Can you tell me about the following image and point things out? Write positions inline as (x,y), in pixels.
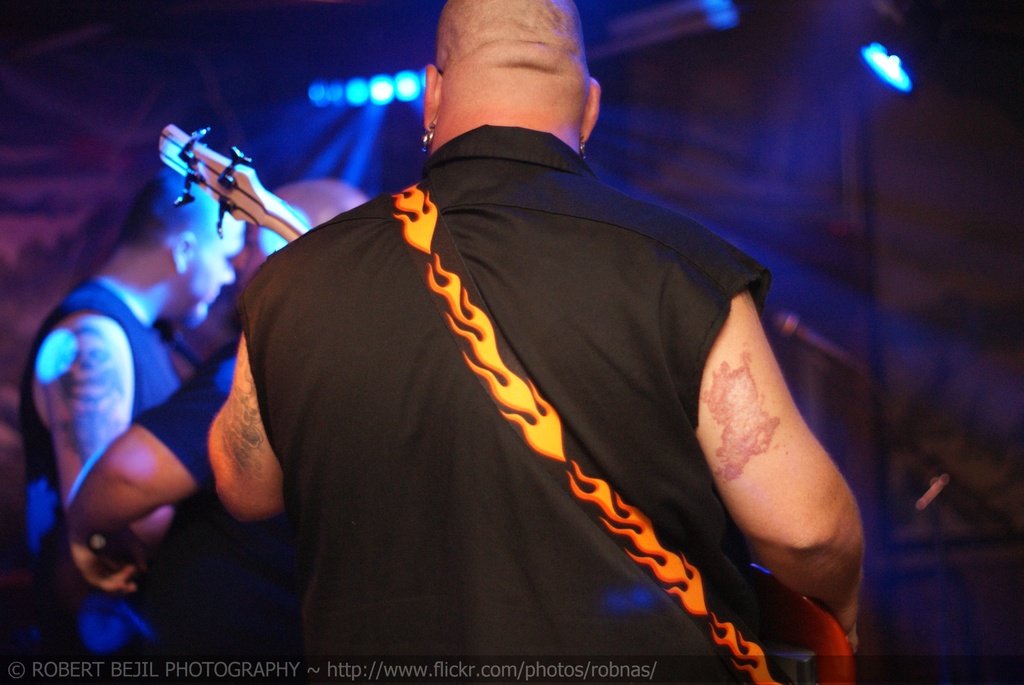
In this image there are few people (404,292) in which one of them plays a musical instrument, there are lights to the roof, a microphone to a stand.
